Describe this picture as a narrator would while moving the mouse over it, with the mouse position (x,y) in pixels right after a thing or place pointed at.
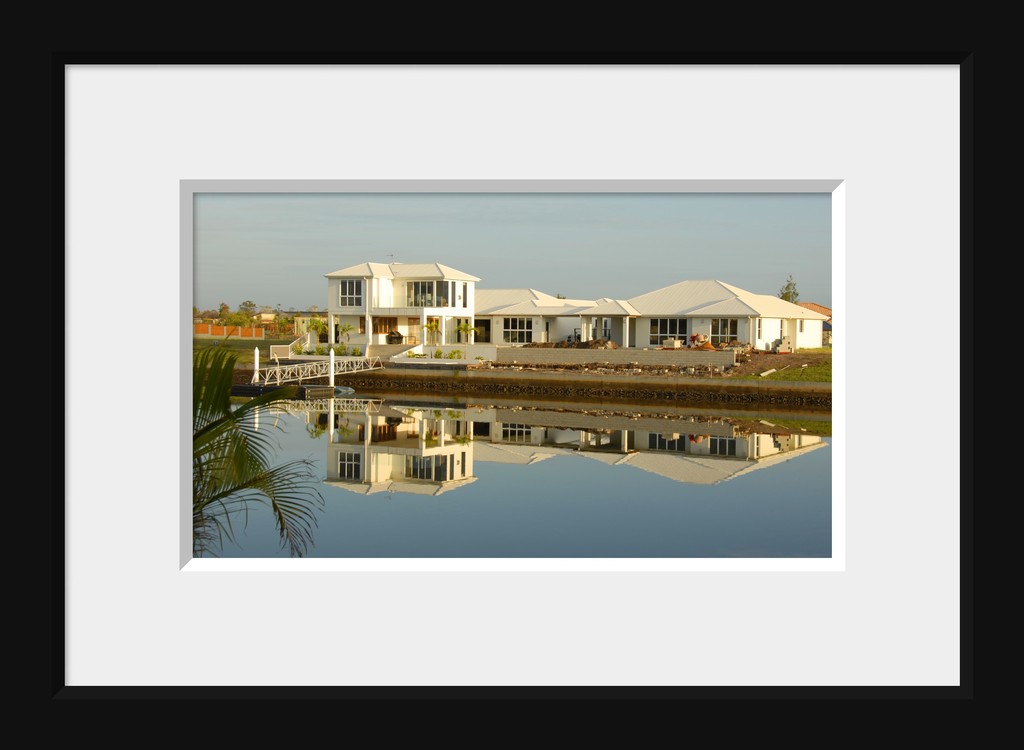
In this image, it looks like a photo frame (23,608). We can see the image of a house (446,312) and behind the house (398,327) there are trees (247,317) and the sky (320,219). In front of the house (386,321), we can see water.
